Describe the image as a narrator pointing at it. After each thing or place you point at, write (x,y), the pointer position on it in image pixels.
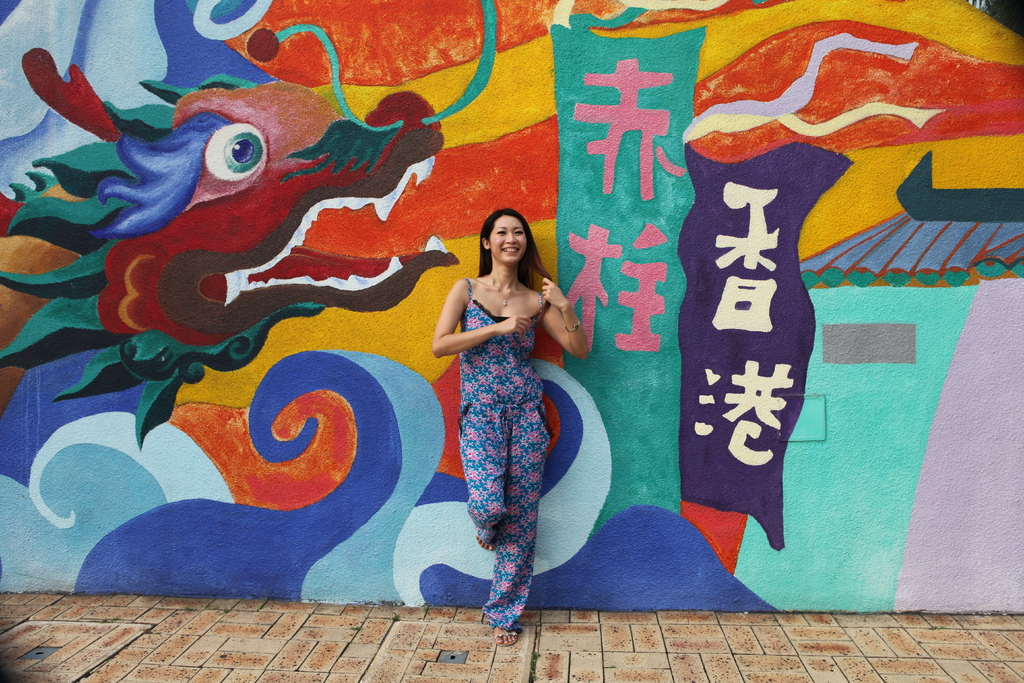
We can see a woman (440,332) is standing on the floor (391,642) at the wall (1023,242) and on the wall (425,359) there are paintings (403,210).
